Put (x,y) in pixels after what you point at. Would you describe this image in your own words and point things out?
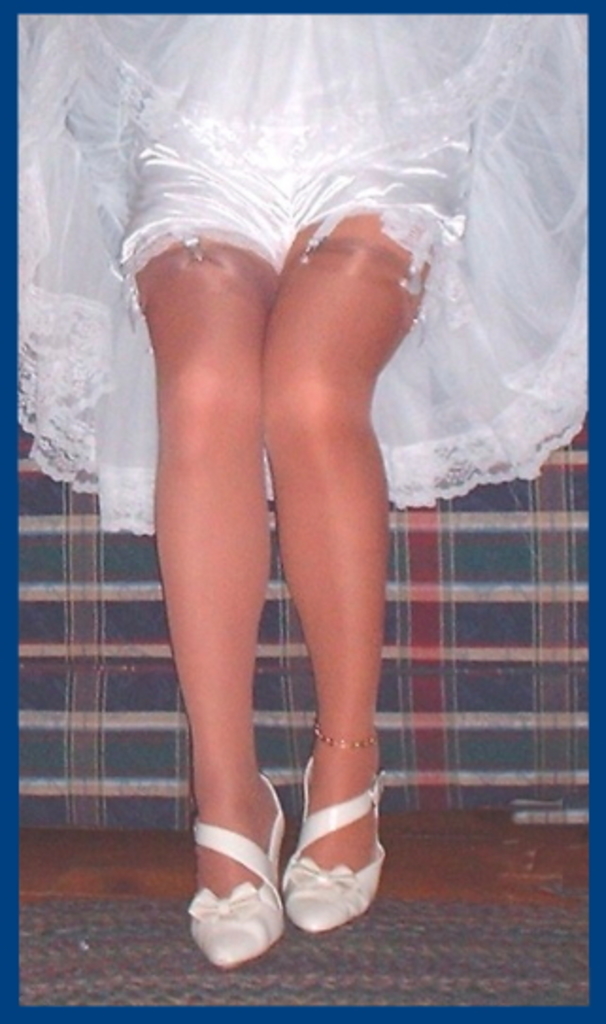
In this image we can see the legs (245,277) of a woman (254,521), she is in white color dress (516,240).
